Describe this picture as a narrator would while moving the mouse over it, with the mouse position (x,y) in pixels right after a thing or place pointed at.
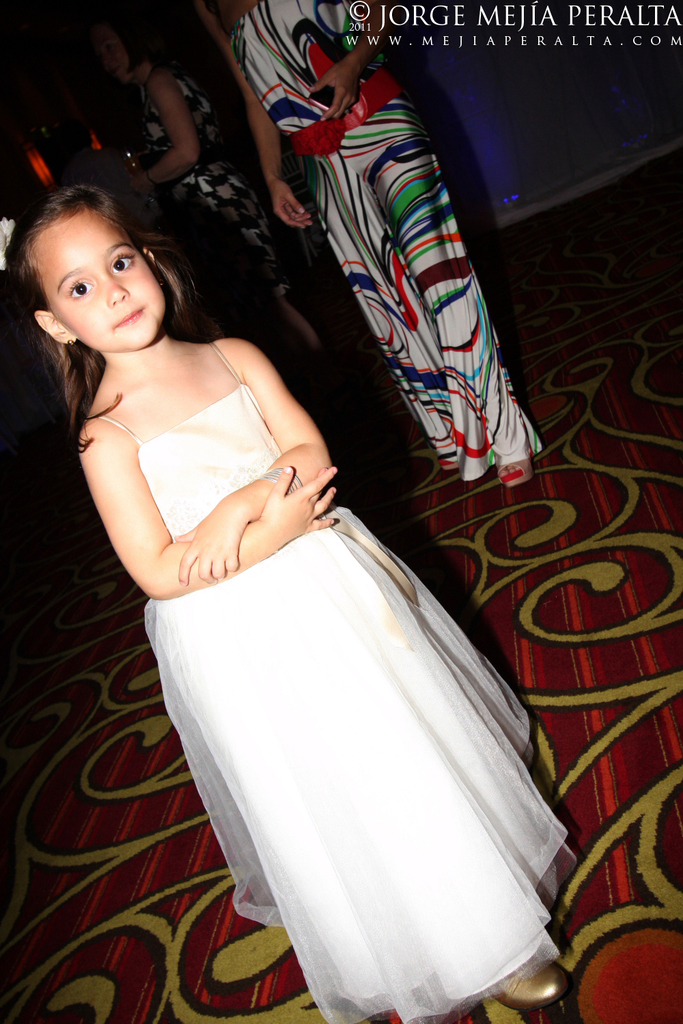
This picture describes about group of people (268,419), on the left side of the image (152,442) we can see a girl (243,483), she wore a white color dress (287,751), on right top of the image (533,21) we can see watermarks (499,25).
